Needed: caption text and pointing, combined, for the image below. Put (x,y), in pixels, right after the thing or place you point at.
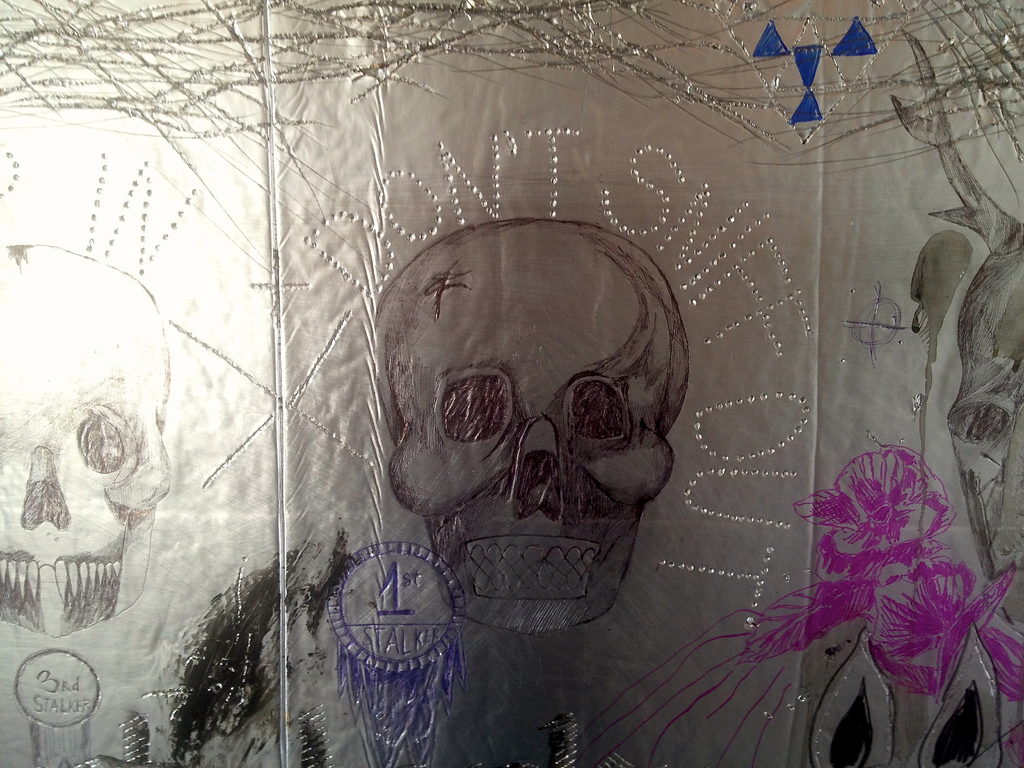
In the image we can see some skull drawings (63,333) on a paper (435,104).
